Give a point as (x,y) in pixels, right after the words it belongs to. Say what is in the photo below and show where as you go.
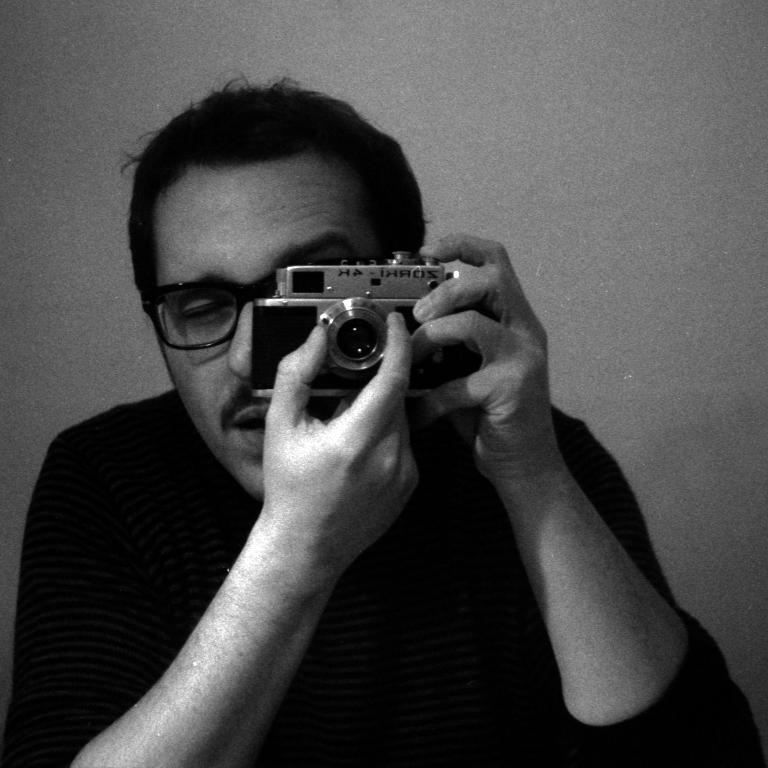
This is a black and white picture a man (558,572) in a t shirt (425,600) holding a camera (356,346) and the man (455,489) is adjusting something on the camera (347,352). Background of the man (421,619) is a wall (536,228).
